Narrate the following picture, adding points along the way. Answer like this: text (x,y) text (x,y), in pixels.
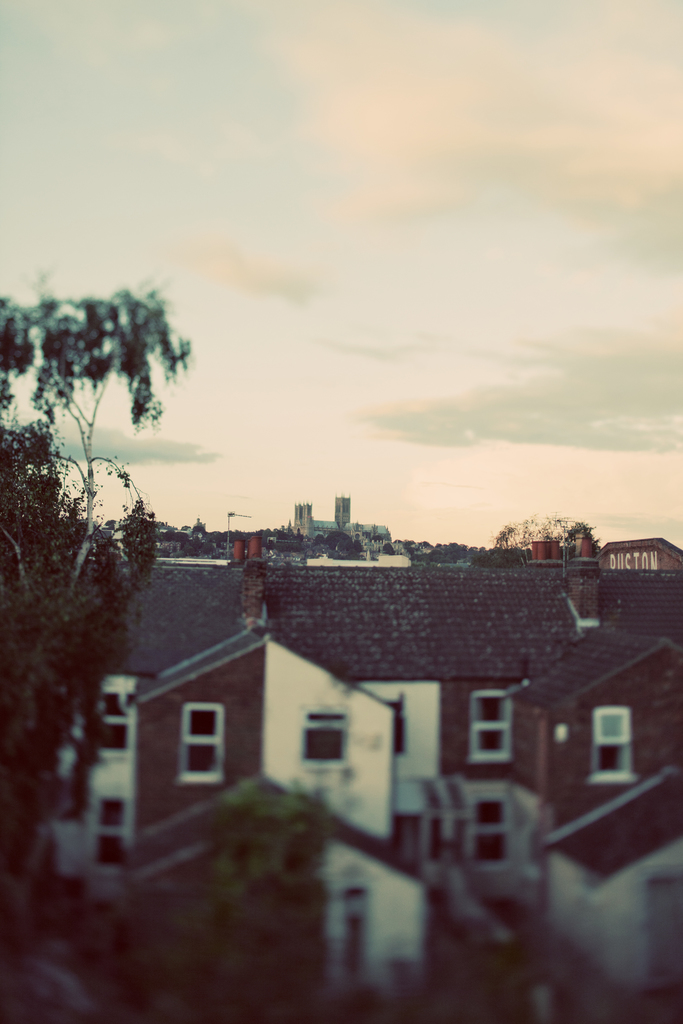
In this image we can see a group of buildings (312,642) and trees (240,799). At the bottom (312,863) the image is blurred. At the top (356,266) we can see the sky (360,396).
